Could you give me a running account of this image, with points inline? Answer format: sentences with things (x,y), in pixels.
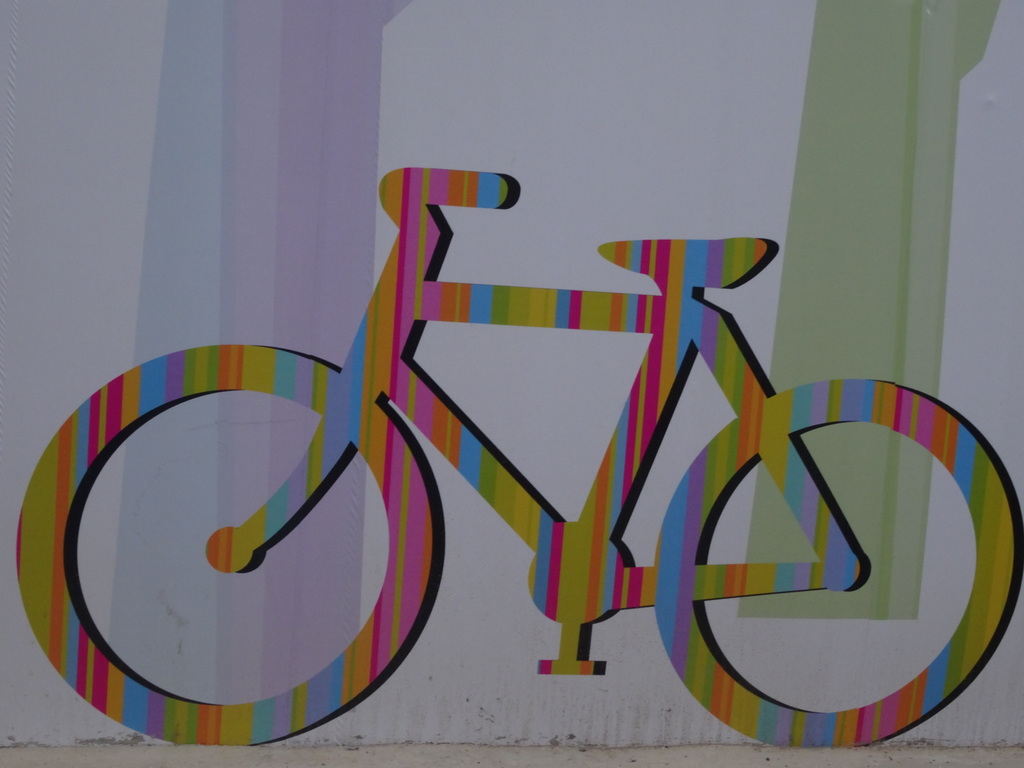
In this image there is a painting (663,350) on the wall (572,189). In the painting (428,313) there is a cycle (633,478). On the cycle (626,469) there are different colours.
